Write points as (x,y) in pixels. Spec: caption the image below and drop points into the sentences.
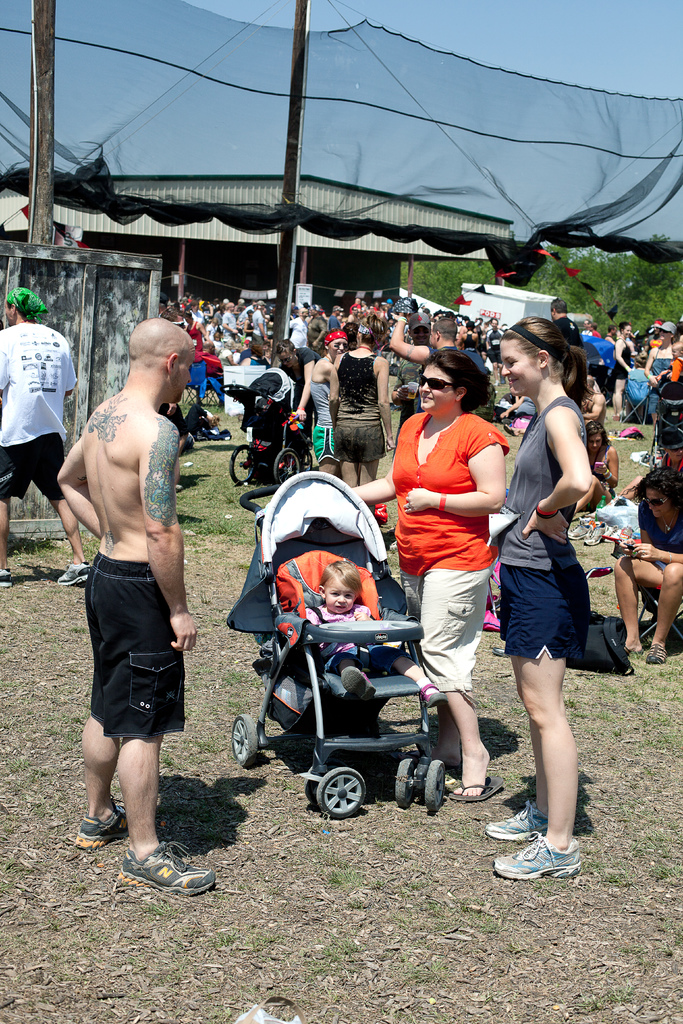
In this image, I can see a baby (358,618) sitting in a stroller (275,572). There are groups of people (200,351) standing and few people (597,503) sitting. On the left side of the image (93,327), I can see a wooden board (91,312). At the top of the image (153,169), there is a cloth (313,121) hanging to the poles (31,160). In the background (176,254), I can see a shed (379,281), trees (441,285) and there is the sky (564,41).
